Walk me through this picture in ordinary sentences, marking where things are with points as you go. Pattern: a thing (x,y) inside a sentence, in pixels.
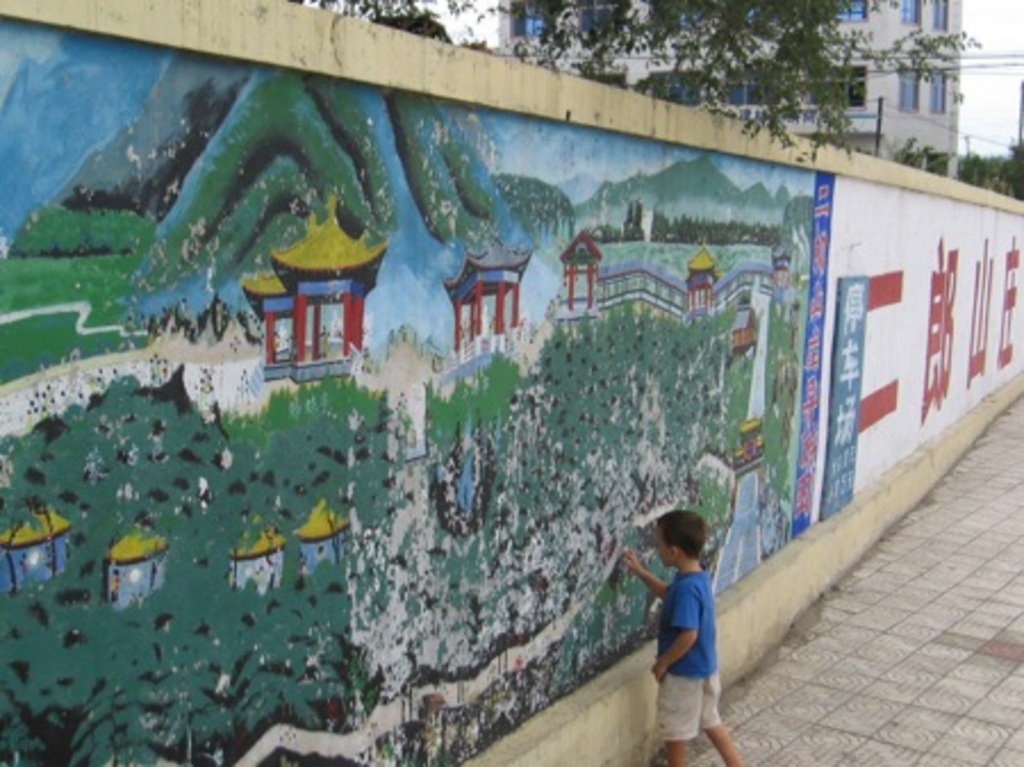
In the background (865,75) we can see a building (850,96), trees (791,98) and sky (984,121). This is a wall (571,393) and we can see a boy (692,586) wearing blue t-shirt (703,619) and standing near to a wall (734,645).
